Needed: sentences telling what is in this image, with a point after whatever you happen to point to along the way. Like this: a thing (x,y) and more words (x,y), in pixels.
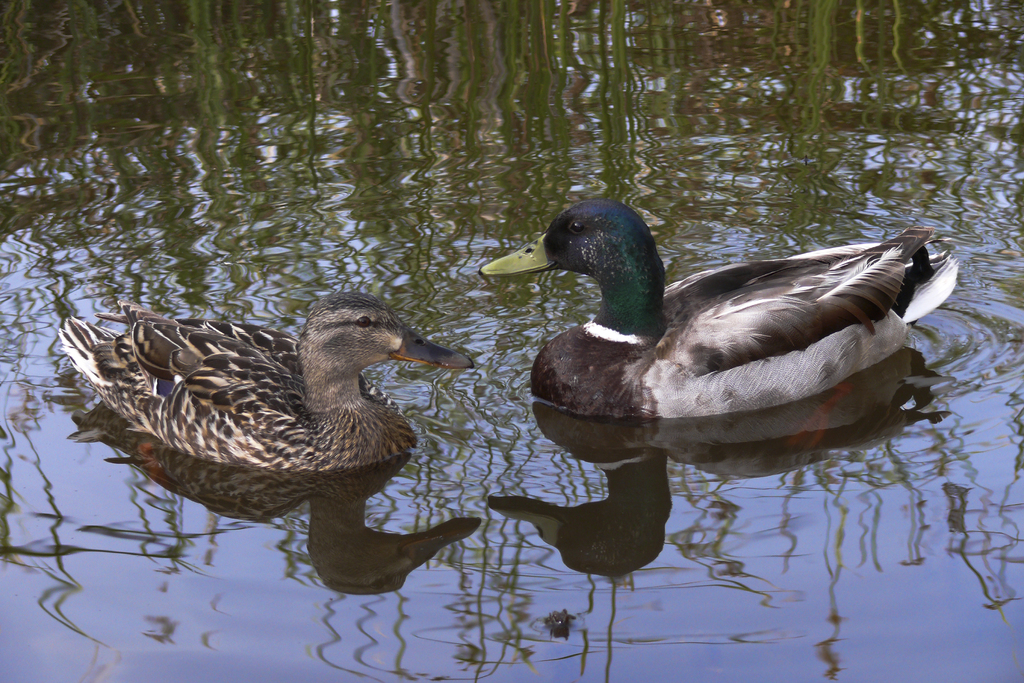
In this picture we can see the reflection (223,99) of green plants (211,103) on the water (371,71). We can see ducks (867,251).
